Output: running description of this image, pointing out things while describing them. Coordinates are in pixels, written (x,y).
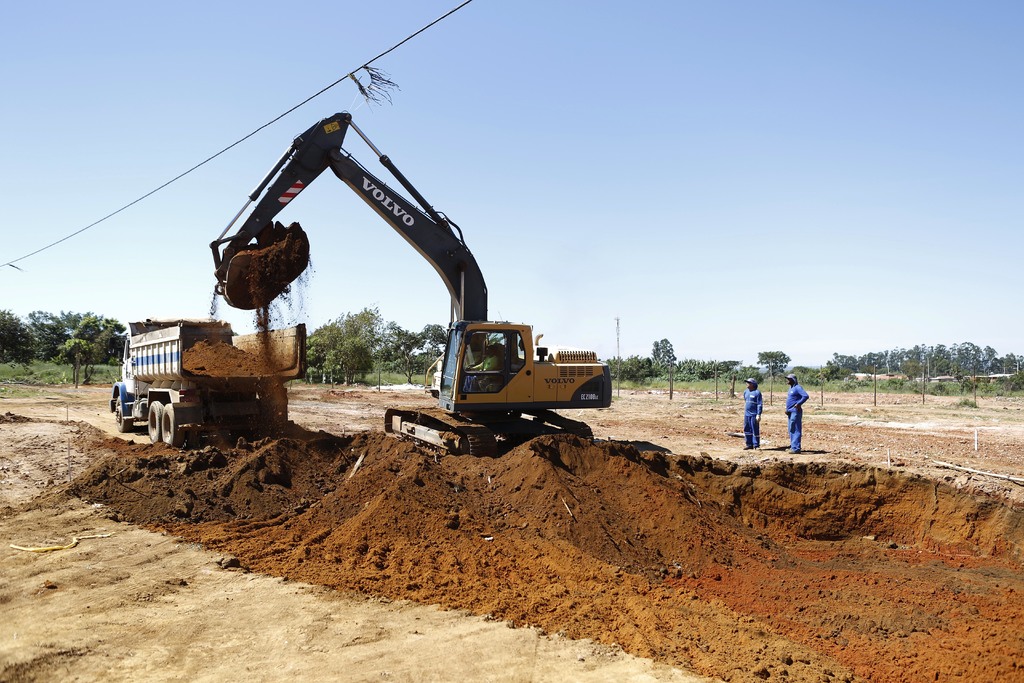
In this image we can see a person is sitting in the excavator (401,219) and there is a vehicle (158,400) on the ground (100,673) and on the right side (761,398) we can see two persons (760,415) are standing on the ground (496,652). In the background (211,297) we can see poles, trees (50,346) and sky (238,106).
